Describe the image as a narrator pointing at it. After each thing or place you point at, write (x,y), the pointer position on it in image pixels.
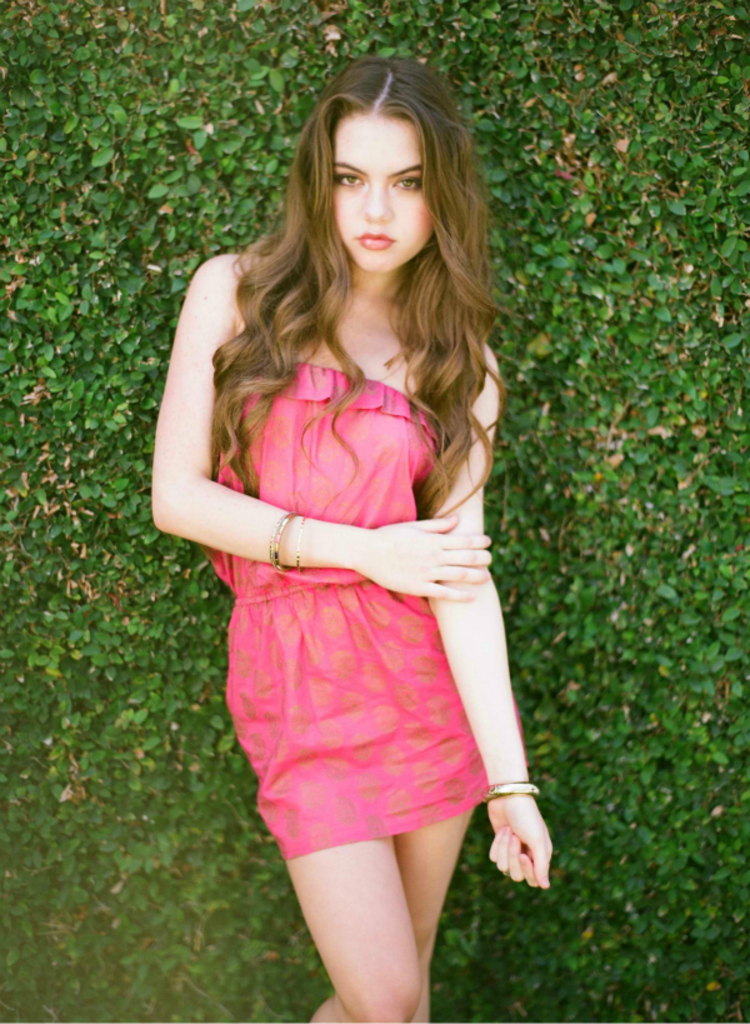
In this image, I can see the woman (438,756) standing. In the background (94,596), I can see the trees (615,323), which are green in color.
